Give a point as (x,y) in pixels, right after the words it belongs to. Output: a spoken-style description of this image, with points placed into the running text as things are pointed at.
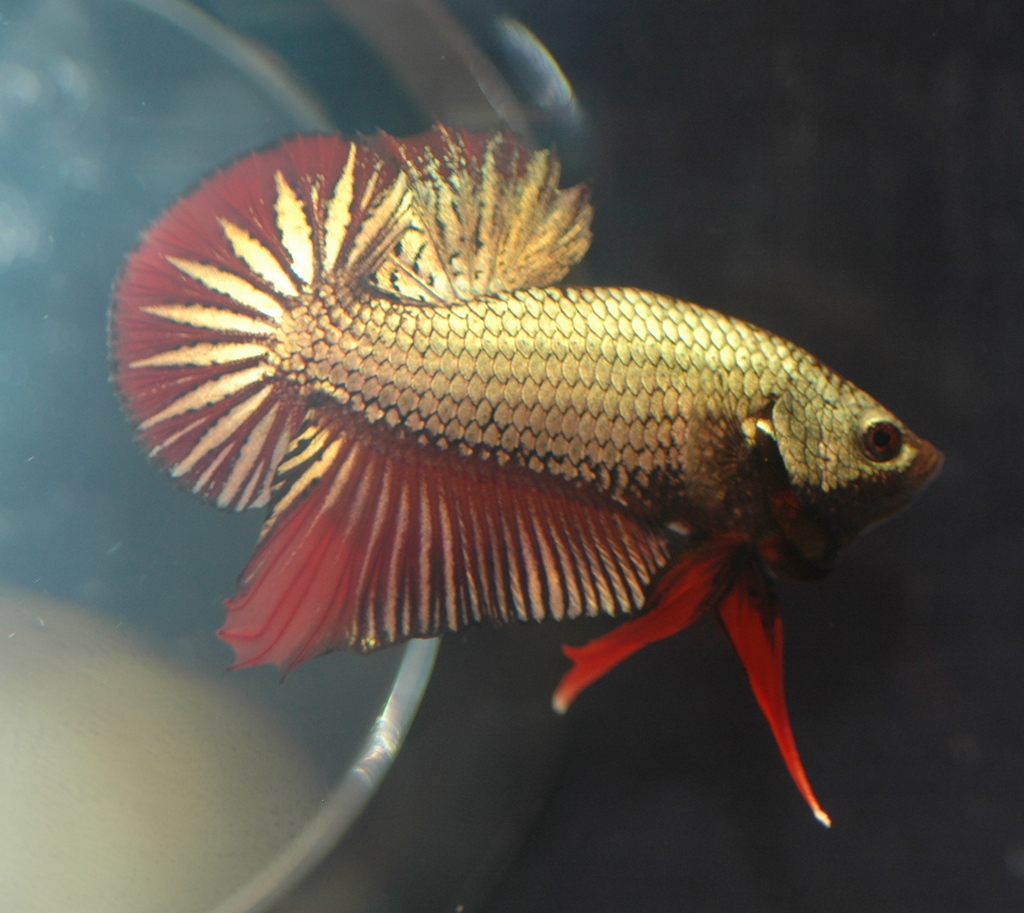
In this image, I can see a fish (649,604). This looks like a glass bowl (239,793).
